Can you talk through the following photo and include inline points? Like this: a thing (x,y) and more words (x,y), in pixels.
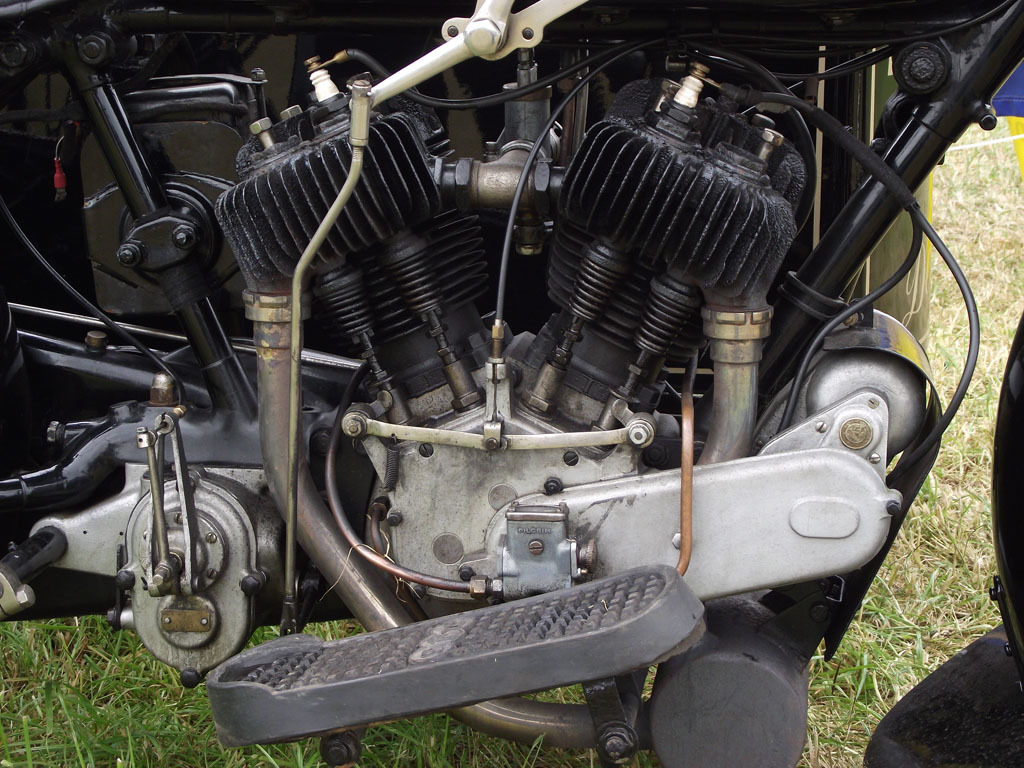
In this image we can see an engine (740,377) and grass (100,714).
